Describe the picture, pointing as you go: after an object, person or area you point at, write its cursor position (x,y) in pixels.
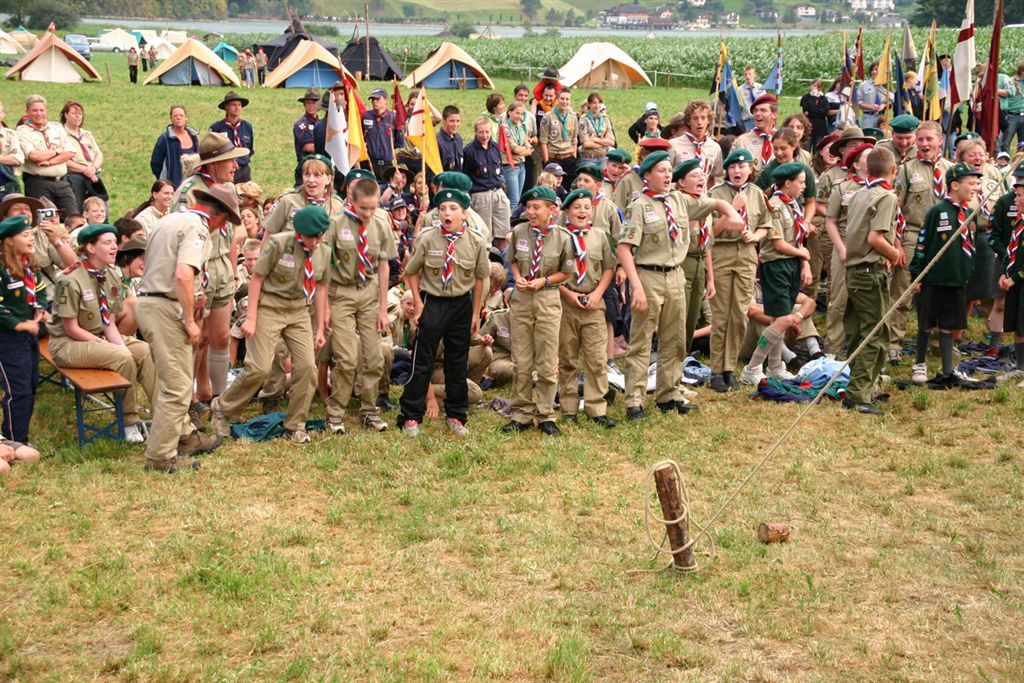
In this image I can see an open grass ground (35,89) and on it I can see number of people (939,240) are standing. On the right side of this image (971,0) I can see number of flags (991,94) and in the background (79,72) I can see few tent houses (20,37), few vehicles (102,42) and few more people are standing. I can also see few trees (1009,21) and few buildings (807,7) in the background (822,5).
